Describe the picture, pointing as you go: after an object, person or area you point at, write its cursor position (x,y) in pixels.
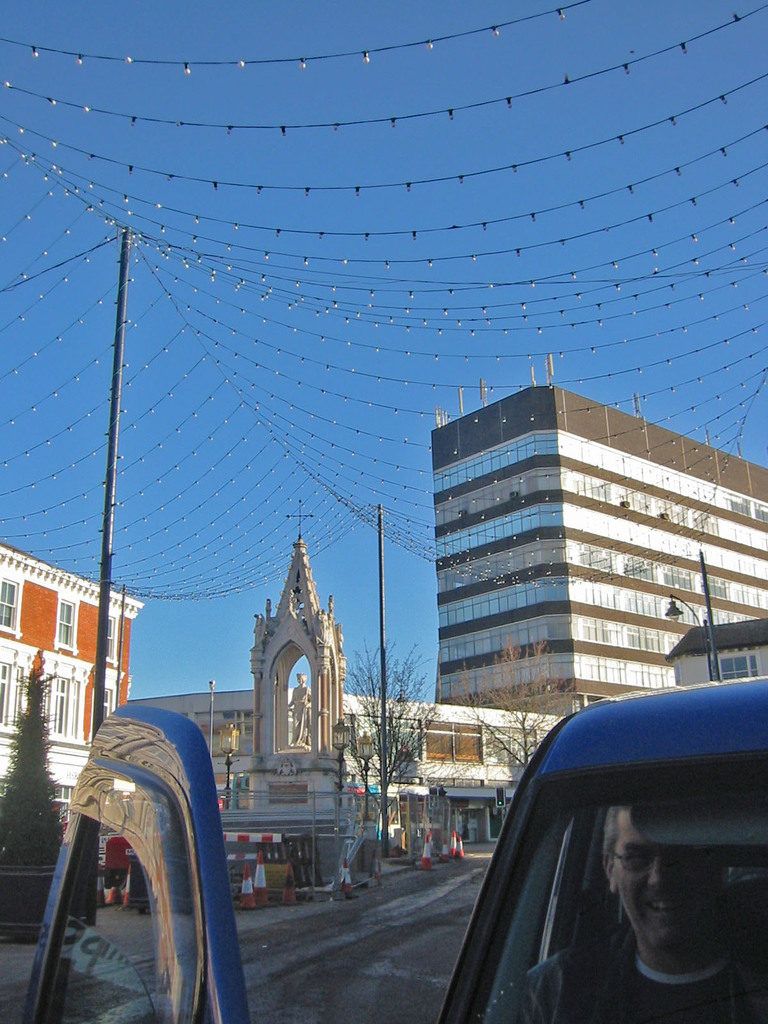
In this picture there is a man (580,981) in a vehicle (546,856) and we can see poles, wires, lights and road (317,1006). We can see statue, traffic cones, trees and buildings (504,785). In the background of the image (530,266) we can see the sky (512,293) blue color.
